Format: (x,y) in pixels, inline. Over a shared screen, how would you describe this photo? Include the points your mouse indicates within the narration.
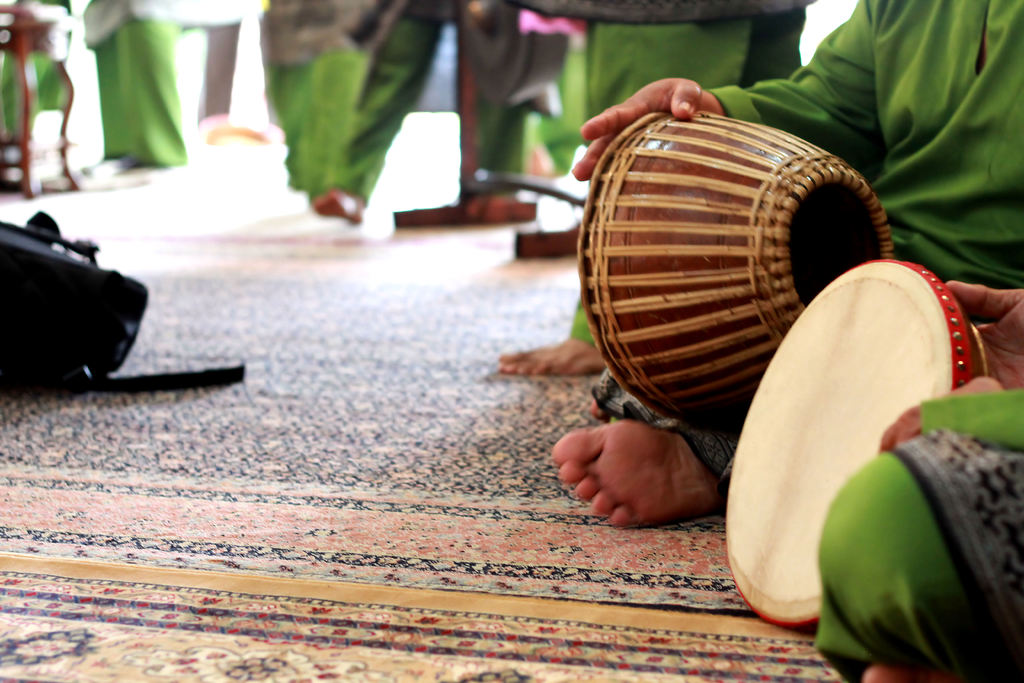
In this picture there is a person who is sitting at the right side of the image (697,267) by holding a tabla (669,117) in his hands (676,100).
